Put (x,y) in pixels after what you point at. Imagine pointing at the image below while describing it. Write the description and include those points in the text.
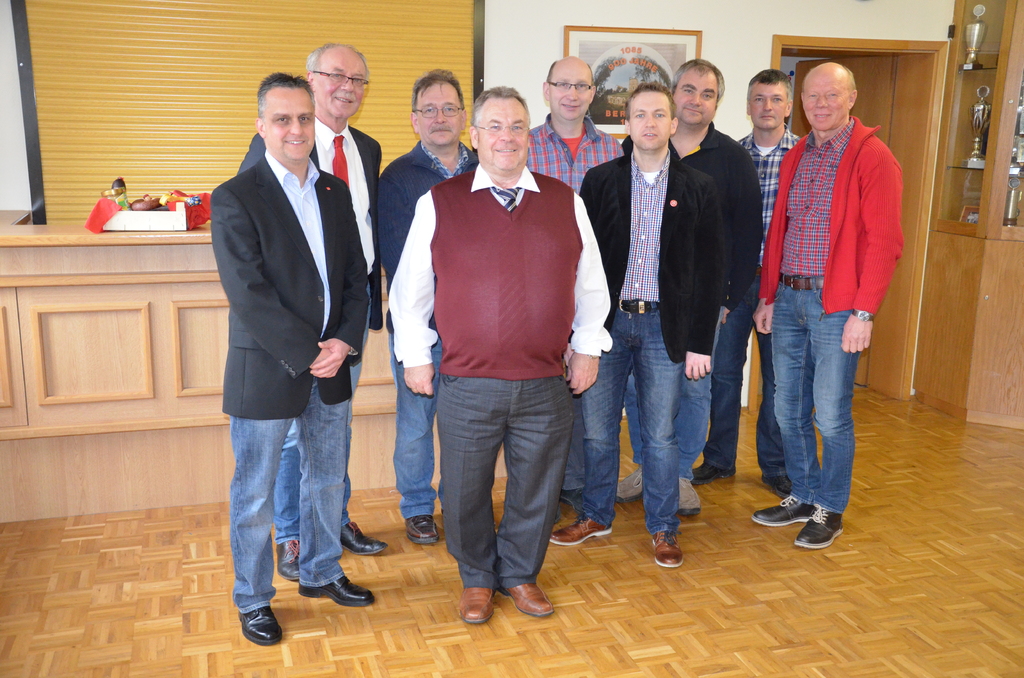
In this picture we can see the group of men (872,257), standing in the front (615,286) and giving a pose to the camera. Behind there is a wall (705,49) with hanging photo frame (635,58), wooden table (203,229) and door (911,200).
